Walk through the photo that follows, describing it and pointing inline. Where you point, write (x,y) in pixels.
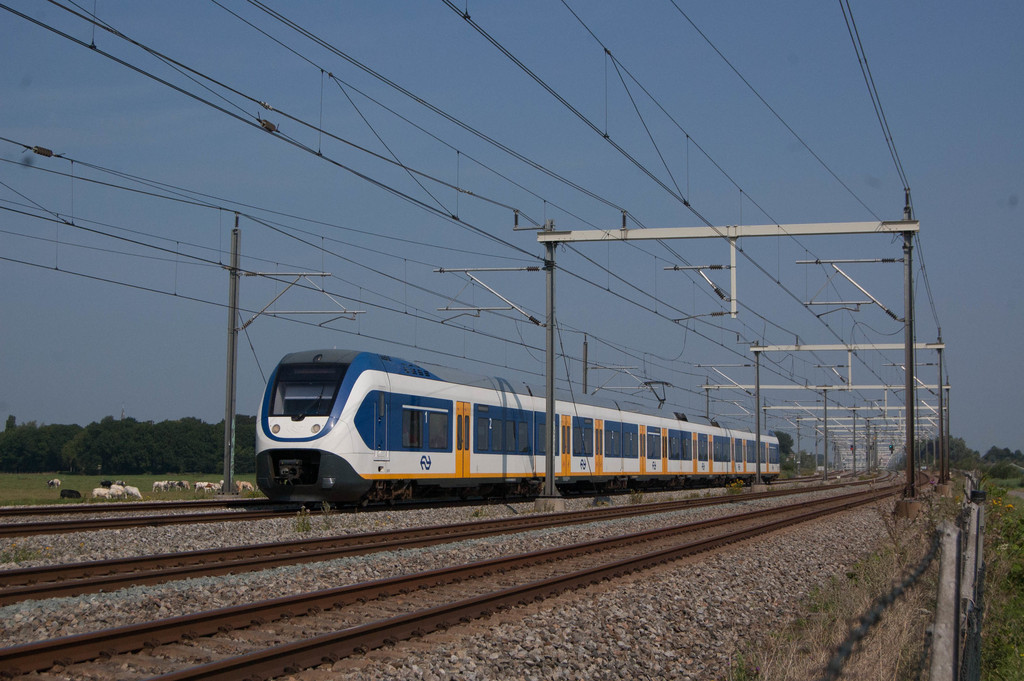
In this picture I can see a train (348,429) on the railway track (142,506) and I can see couple of tracks (430,595) on the side and I can see few animals (162,489) grazing grass (85,492) and I can see trees (143,449), plants (962,492), few poles (910,472) and a blue sky (436,163).
